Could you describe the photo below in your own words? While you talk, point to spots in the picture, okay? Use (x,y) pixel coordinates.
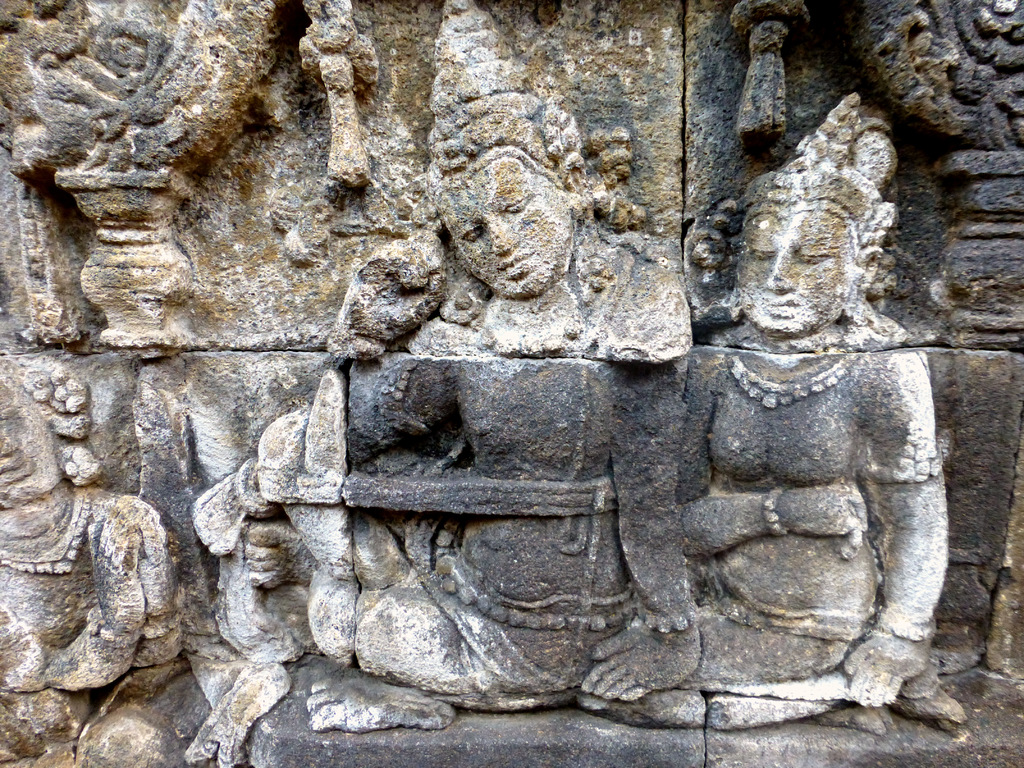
In this image we can some sculptures (436,372) on the wall (726,108).
